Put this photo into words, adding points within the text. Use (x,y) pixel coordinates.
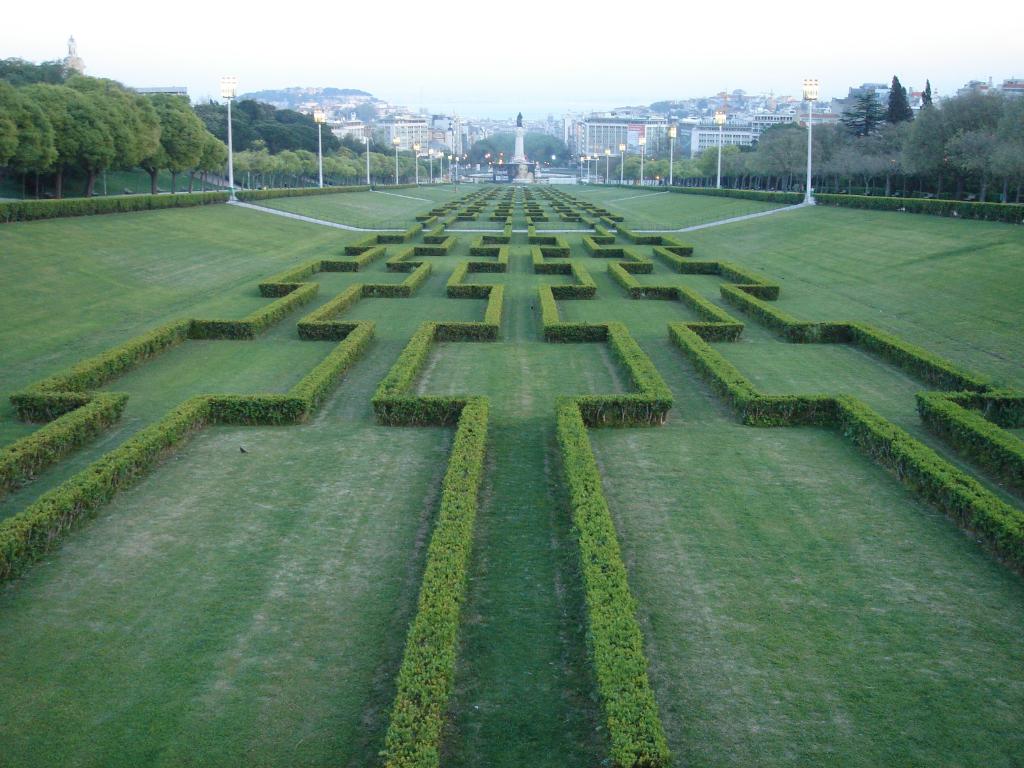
In this picture I can see there are few plants (456,417), cut into a shape and there are trees (144,141) at left (112,141) and right sides of the image. There are poles (321,140) with lights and there are buildings (399,113) in the backdrop (726,124) and the sky (297,64) is clear.
